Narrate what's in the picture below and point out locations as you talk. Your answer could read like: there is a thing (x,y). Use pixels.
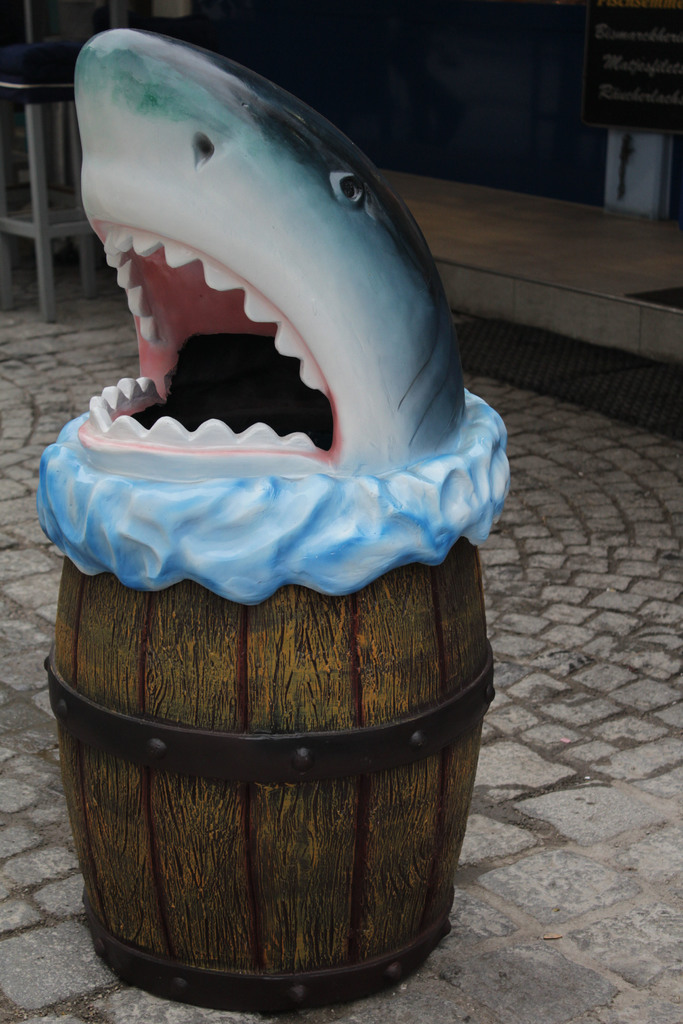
In the image we can see a container (264,728) and this is a sculpture (236,274) of a shark (243,310). This is a footpath (618,649), board (614,104) and other object (46,104).
